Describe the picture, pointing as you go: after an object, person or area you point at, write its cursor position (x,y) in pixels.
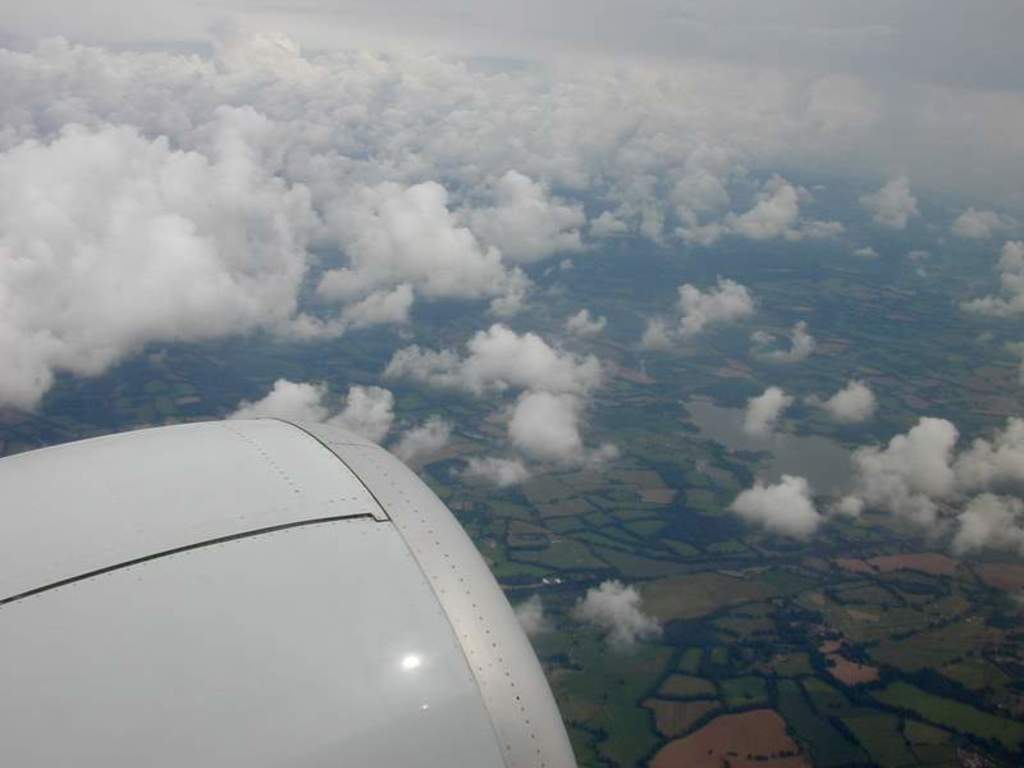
In this picture we can see clouded sky (106,139), down we can see grass (873,233).
